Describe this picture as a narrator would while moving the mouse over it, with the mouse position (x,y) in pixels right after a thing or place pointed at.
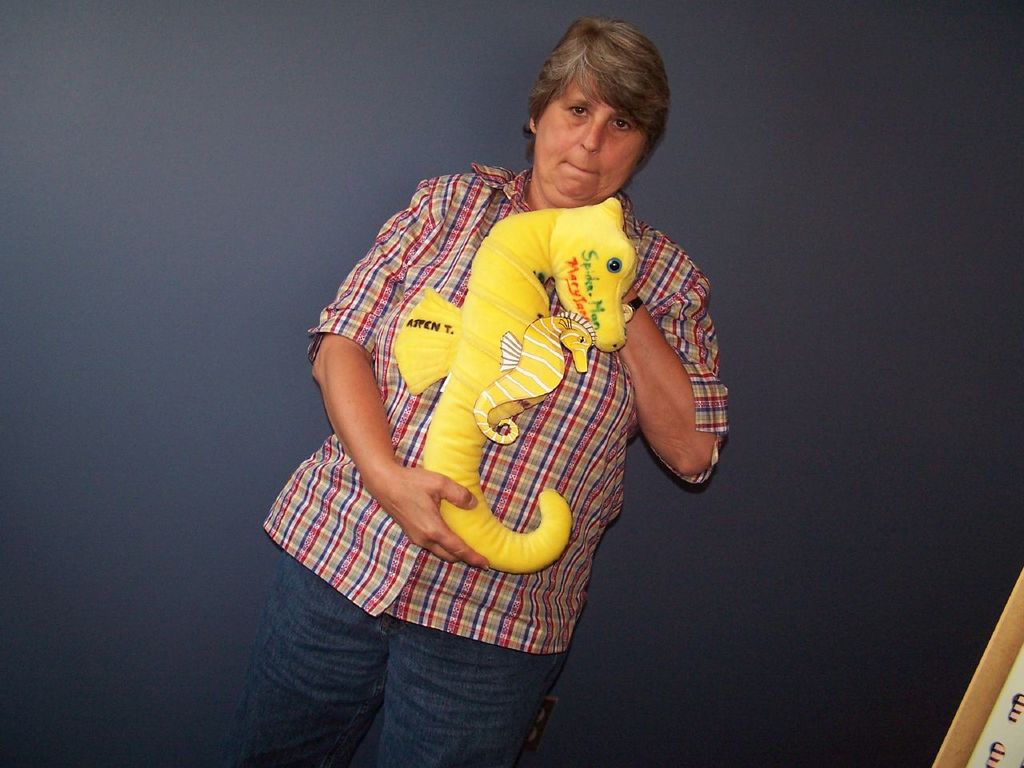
This person (587,184) is looking forward and holding a toy (524,332). Background (409,67) there is a wall (261,199).
